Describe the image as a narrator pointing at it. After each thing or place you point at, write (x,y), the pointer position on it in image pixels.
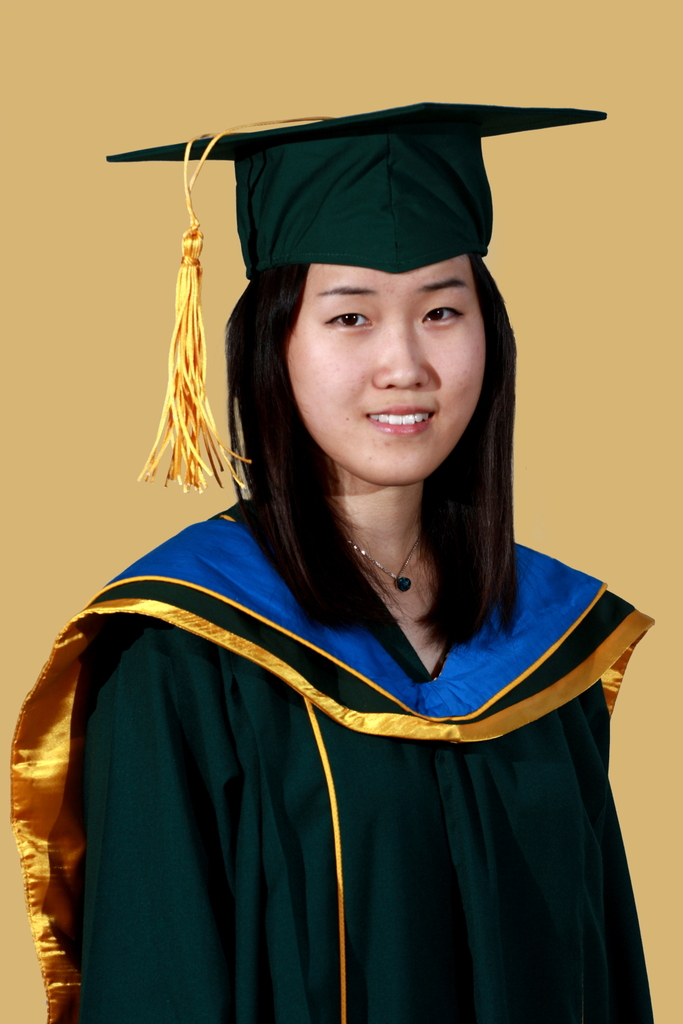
A beautiful woman (389,367) is standing, she wore a dark green color coat (387,798), cap (543,111).
